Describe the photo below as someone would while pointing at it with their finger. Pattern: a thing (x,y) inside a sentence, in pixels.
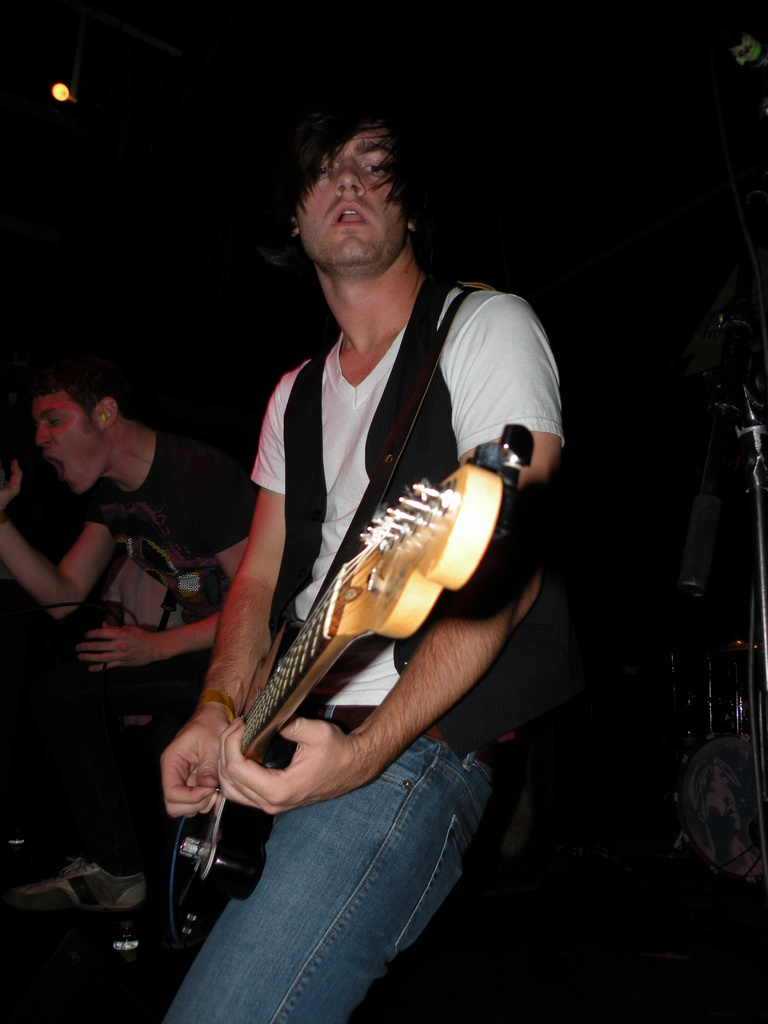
This image is clicked inside a room (598,434). The background (444,63) is too dark. In the front (288,570), the man (245,945) is wearing white t-shirt (307,611) and black jacket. And playing a guitar (492,462). To the left (76,546), the man (120,551) is singing.
